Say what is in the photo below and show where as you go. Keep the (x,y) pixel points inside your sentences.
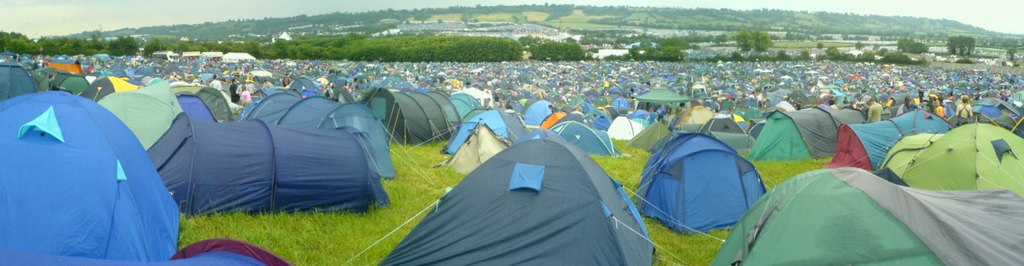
In the image there are many tents (400,125) on the grass land (394,224) all over the place, in the back (344,31) there is a hill (398,18) covered with trees (728,16) all over it and above its sky (131,20).
